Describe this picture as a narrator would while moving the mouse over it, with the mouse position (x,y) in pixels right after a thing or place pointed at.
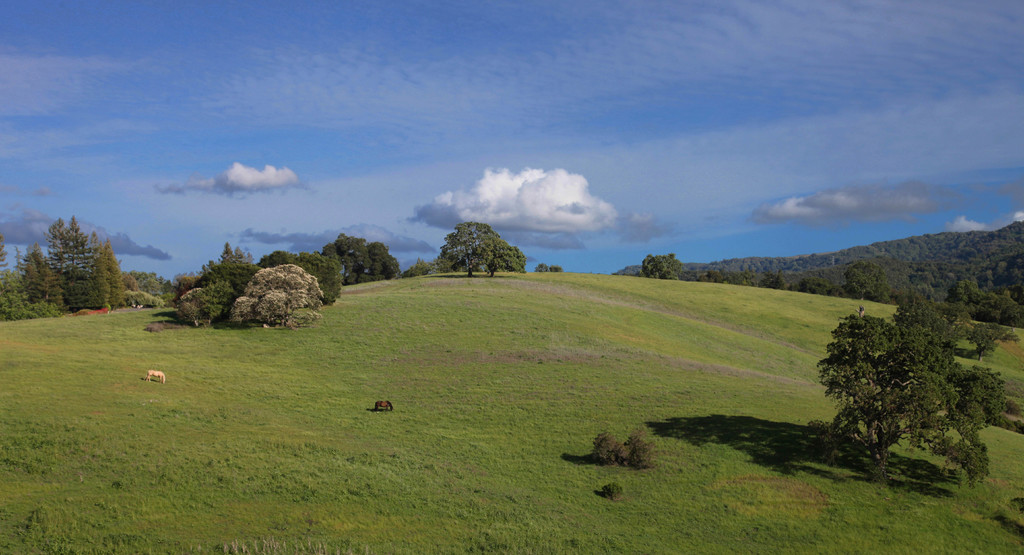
In the image there are two horses (149,375) standing on the grassland (392,414), in the back (81,296) there are trees (861,343) and above its sky (383,189) with clouds (560,187).
